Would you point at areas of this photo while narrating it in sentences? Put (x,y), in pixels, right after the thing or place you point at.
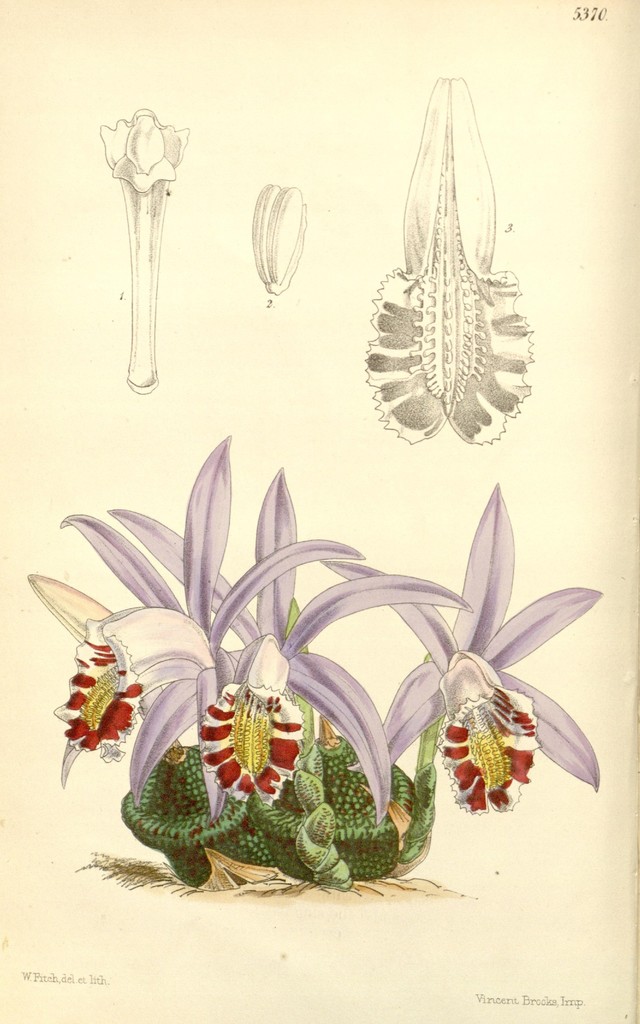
In this picture we can see the parts (436,323) of a flower (436,350) on top (428,273). There are flowers (357,581) at the bottom (103,691). We can see numbers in the top right (593,19). There is some text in the bottom right (548,1006) and in the bottom left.
